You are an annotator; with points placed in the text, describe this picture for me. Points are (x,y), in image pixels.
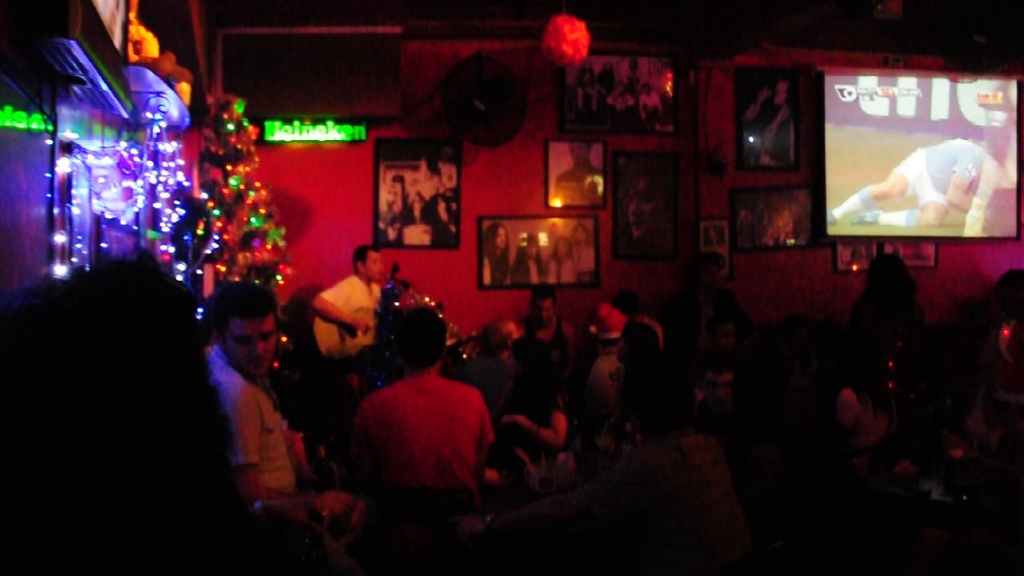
In this picture we can see there are groups of people (264,364) sitting and a person (340,303) is holding a guitar (344,332). Behind the people (564,332) there is a television (846,173) and a wall (532,199) with photos (566,222) and a tree (225,183) with some decorative items (240,173).
